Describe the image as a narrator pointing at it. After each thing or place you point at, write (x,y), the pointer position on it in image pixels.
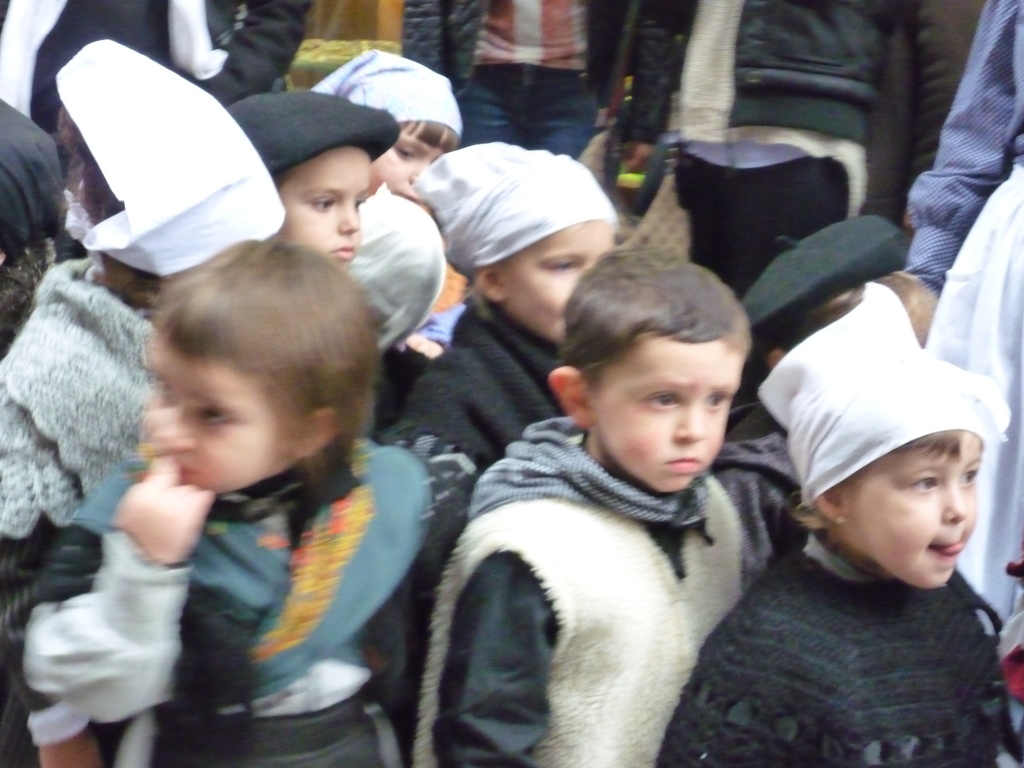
In this image we can see a group of children (551,612) and some men (780,91) standing.
